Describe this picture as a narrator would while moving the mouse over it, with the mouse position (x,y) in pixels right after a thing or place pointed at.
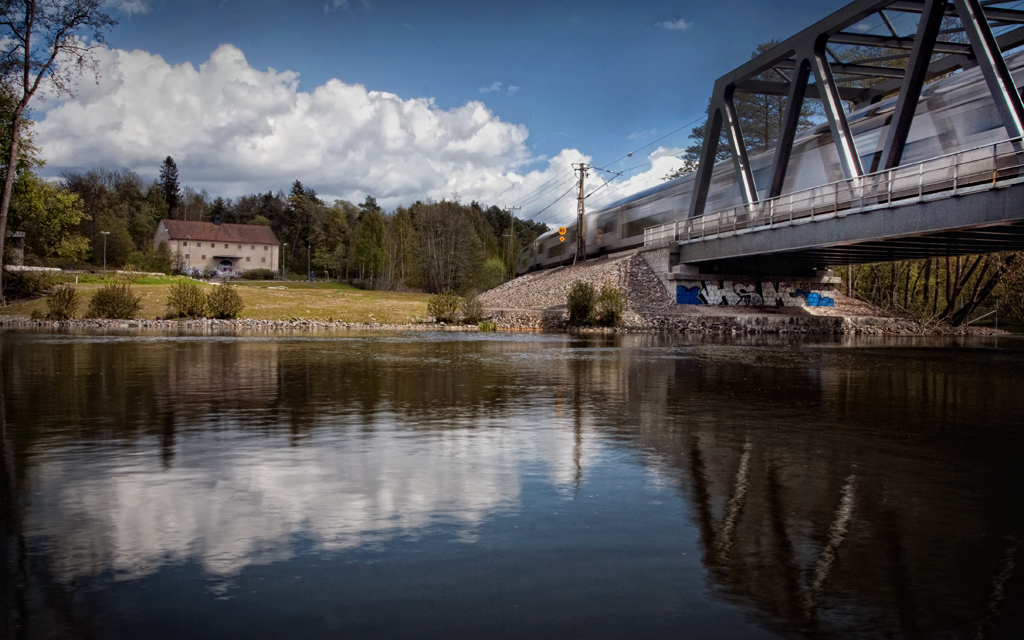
In this picture there is a train (938,116) moving on the bridge (844,145). On the right side of the image (803,211) there is a bridge (679,272) and there are wires (547,186) on pole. On the left side of the image (144,235) there is a building (257,256) and there are trees (44,250). At the top (530,182) there is sky (550,122) and there are clouds (325,183). At the bottom (592,516) there is water (554,496) and there is a reflection (524,567) of sky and there is reflection (411,431) of clouds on the water (529,502).
